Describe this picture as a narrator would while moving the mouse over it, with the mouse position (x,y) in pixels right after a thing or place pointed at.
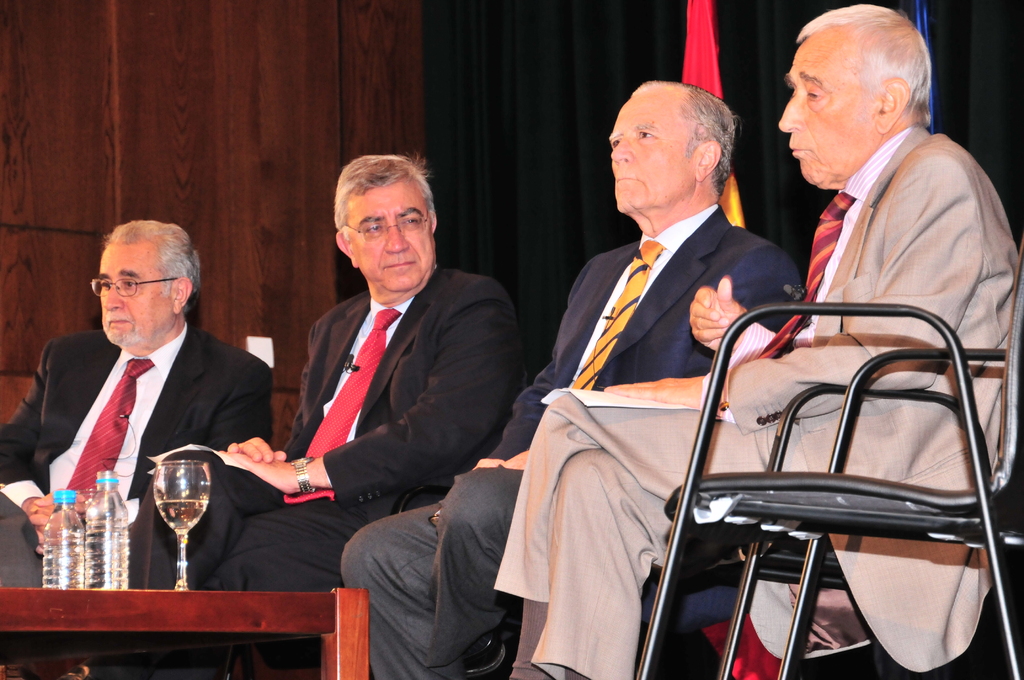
In the image we can see four men (507,445) wearing clothes (678,473), tie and two of them are wearing spectacles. They are sitting on the chair (859,505), this is a table (189,618), on the table (163,605) there is a wine glass (177,517) and water bottles (82,541). This is a flag (708,78) and a wooden wall (238,124).
